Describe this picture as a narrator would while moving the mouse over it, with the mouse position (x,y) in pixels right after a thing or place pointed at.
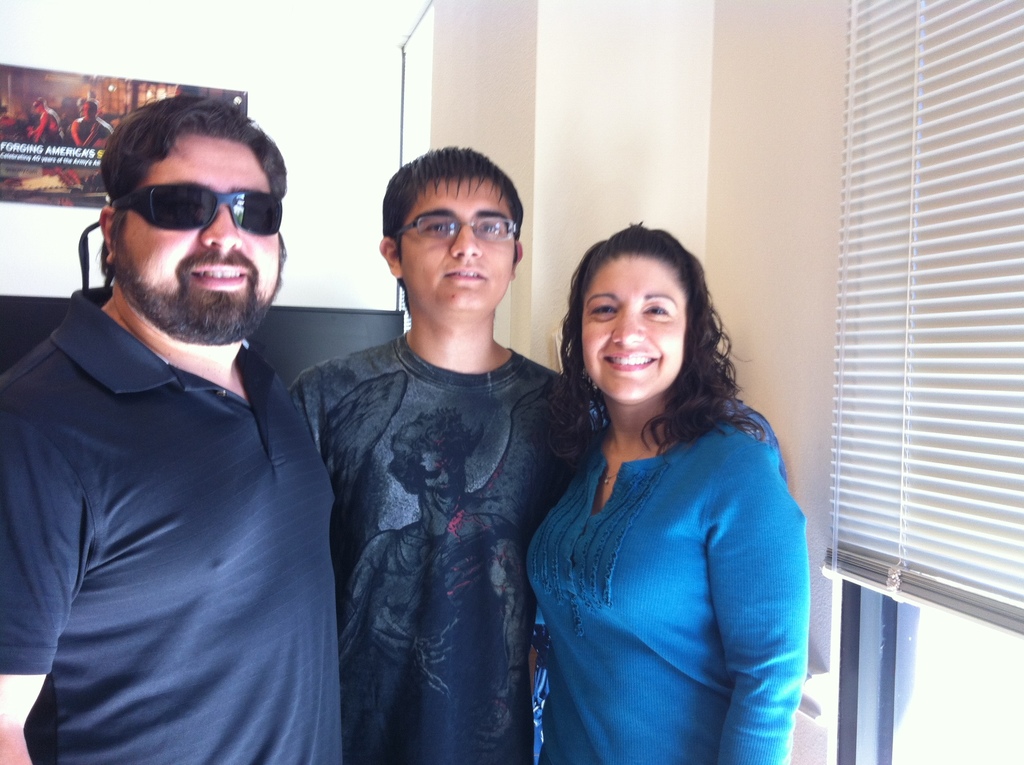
In this image, there are three persons (751,466) wearing clothes (223,538) and standing in front of the wall (337,182). The person (163,319) who is on the left side of the image (71,381) wearing sunglasses (166,209). The person (426,381) who is in the middle of the image (426,381) wearing spectacles (479,225).
